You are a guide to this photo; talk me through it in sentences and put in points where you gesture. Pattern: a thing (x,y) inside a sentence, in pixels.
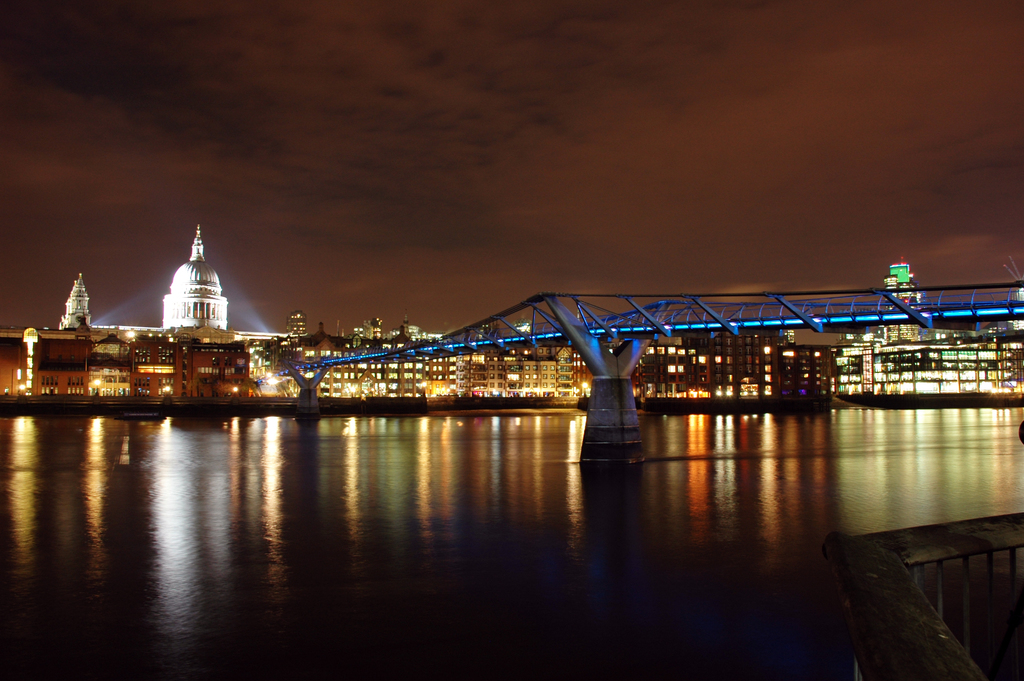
In this image there are few buildings (68,315), a bridge (593,371) over the water (522,427), a fence (889,612) and some clouds (327,220) in the sky (340,150).
